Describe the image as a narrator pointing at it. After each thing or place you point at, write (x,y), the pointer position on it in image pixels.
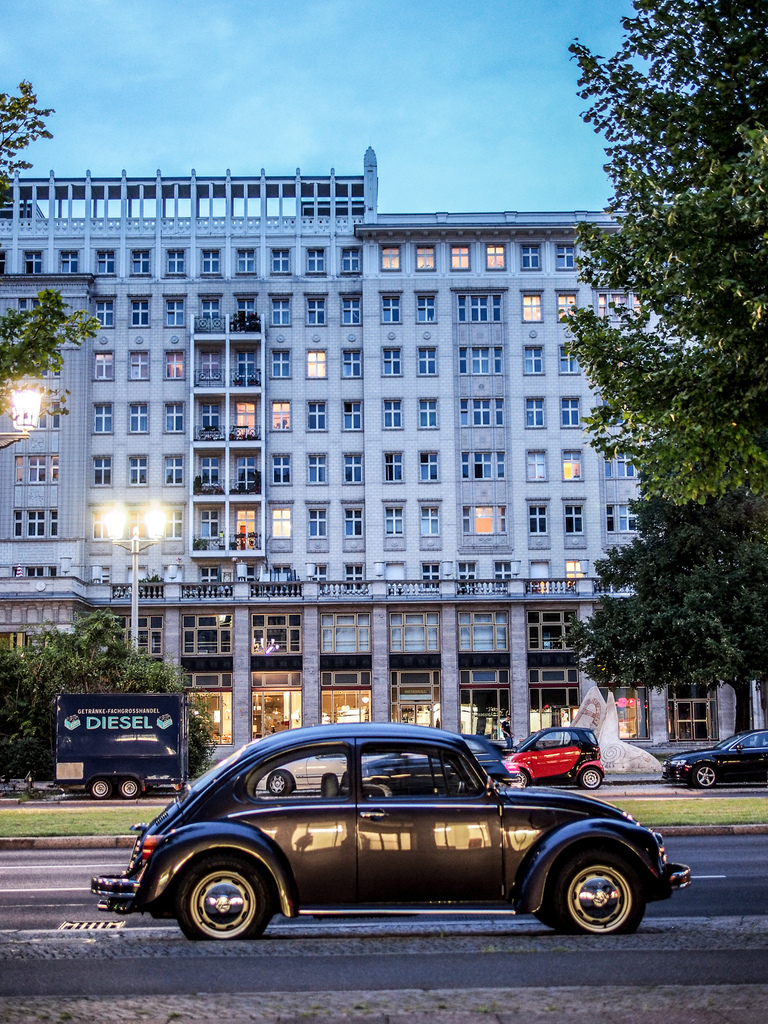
In this image I can see buildings (115,555), glass-windows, trees (718,416) and light-poles (115,518). I can see few vehicles (547,885) on the road (557,939). The sky (422,138) is in blue and white color.
